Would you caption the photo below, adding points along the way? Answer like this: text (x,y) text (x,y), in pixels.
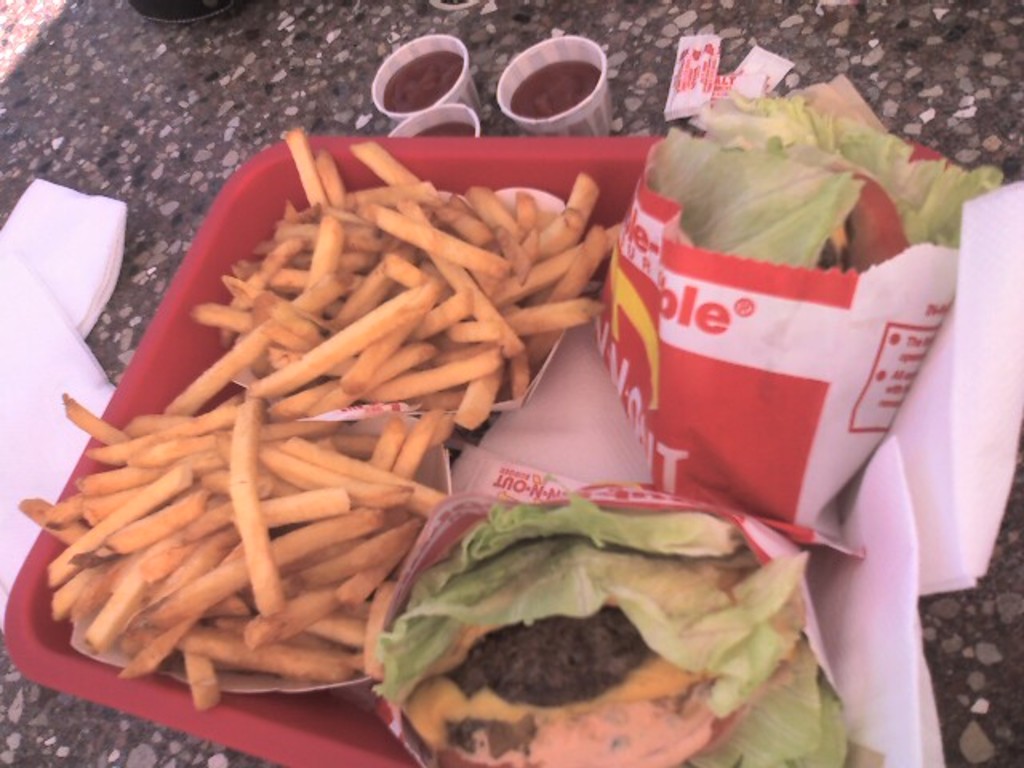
In this picture we can observe some fries (360,392) placed in the red color plate (316,714) and there is some food (497,678) along with some tissues (628,437) in the plate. There are three cups (514,89) placed on the table (319,45). In the left side (57,296) we can observe tissues (33,318).
